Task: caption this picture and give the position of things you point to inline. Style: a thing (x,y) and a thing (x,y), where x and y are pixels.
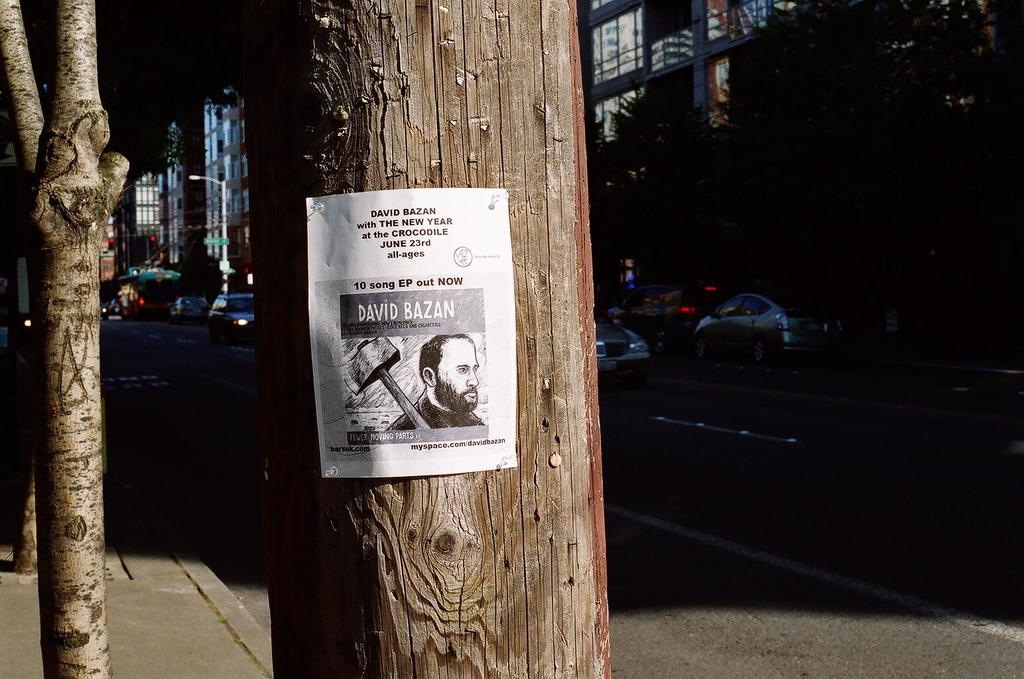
In this image we can see there is a poster (496,255) attached to a wooden pole (526,372), behind the pole (490,481) there are cars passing on the road (639,400), on the other side of the road (121,388) there are buildings (243,225) and lamp posts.
